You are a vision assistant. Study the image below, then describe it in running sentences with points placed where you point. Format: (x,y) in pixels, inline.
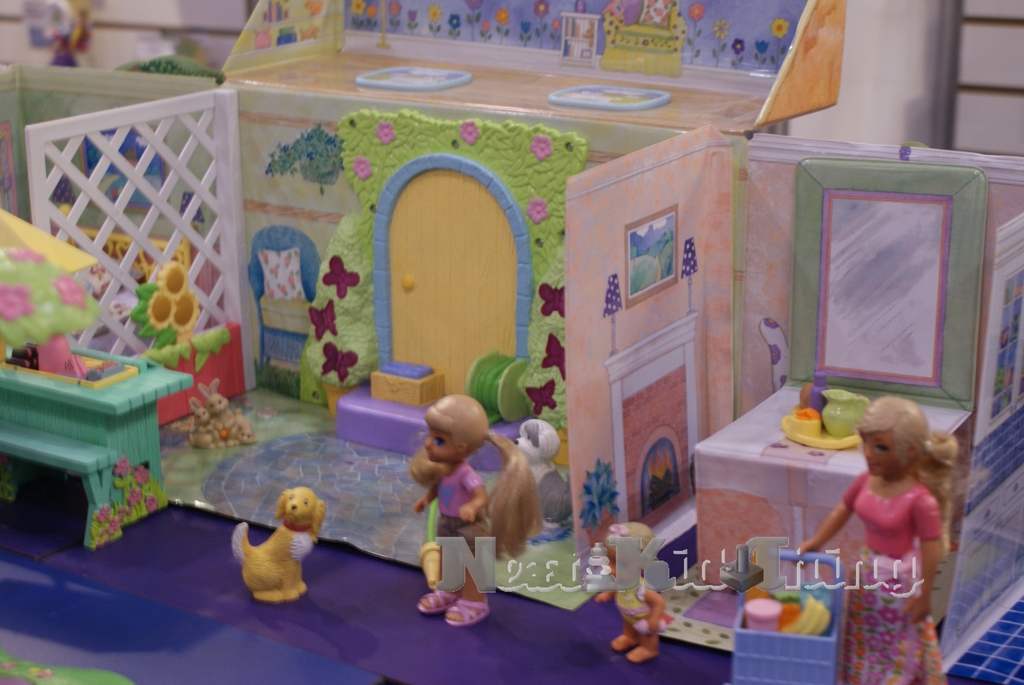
In this picture there is a small miniature toy house (777,191) made up of cardboard (676,469) and decorative flowers (166,349). Beside there are three dolls (866,573) and a yellow color small dog (289,568).
